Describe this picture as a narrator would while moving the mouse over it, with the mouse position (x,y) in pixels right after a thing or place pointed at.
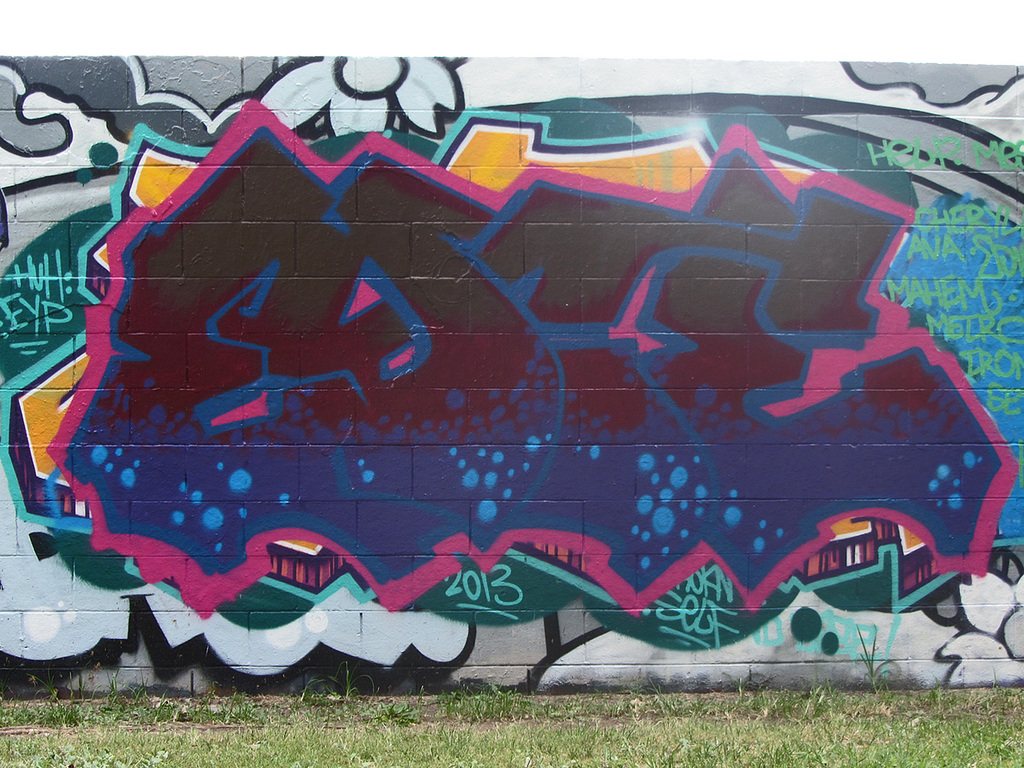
In this picture we can see painted wall (505,409), grass (539,727) on the land (728,718).
